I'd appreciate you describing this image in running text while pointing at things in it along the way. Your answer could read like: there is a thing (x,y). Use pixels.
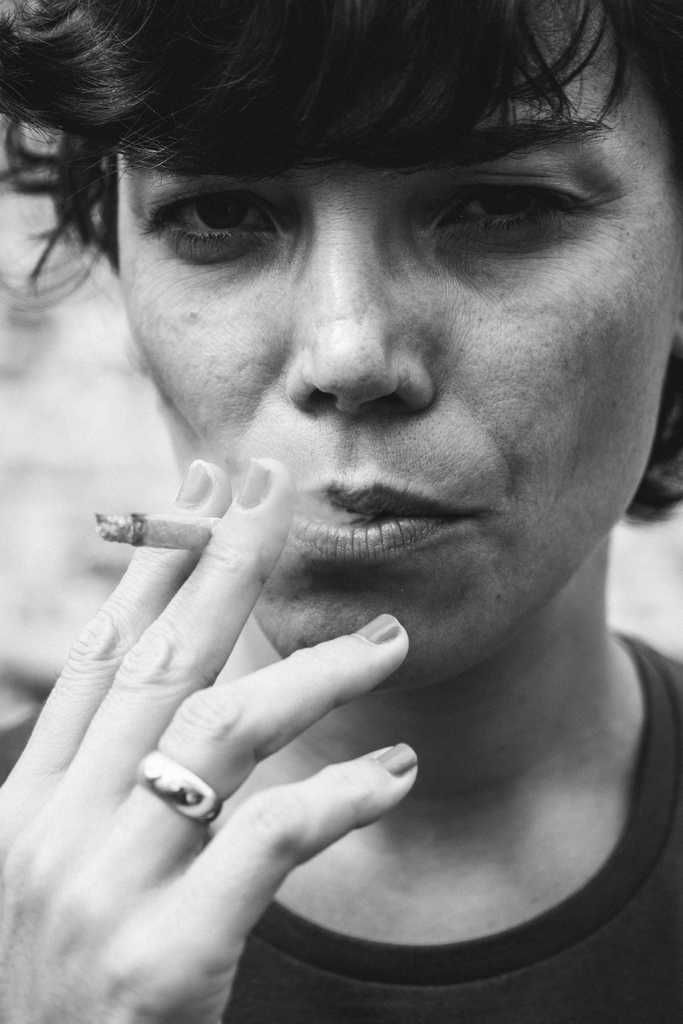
In this image there is a person (468,485) holding the cigar (181,544) with the two fingers (173,550). The person (48,805) has a ring (170,782) to his ring finger (193,758).
